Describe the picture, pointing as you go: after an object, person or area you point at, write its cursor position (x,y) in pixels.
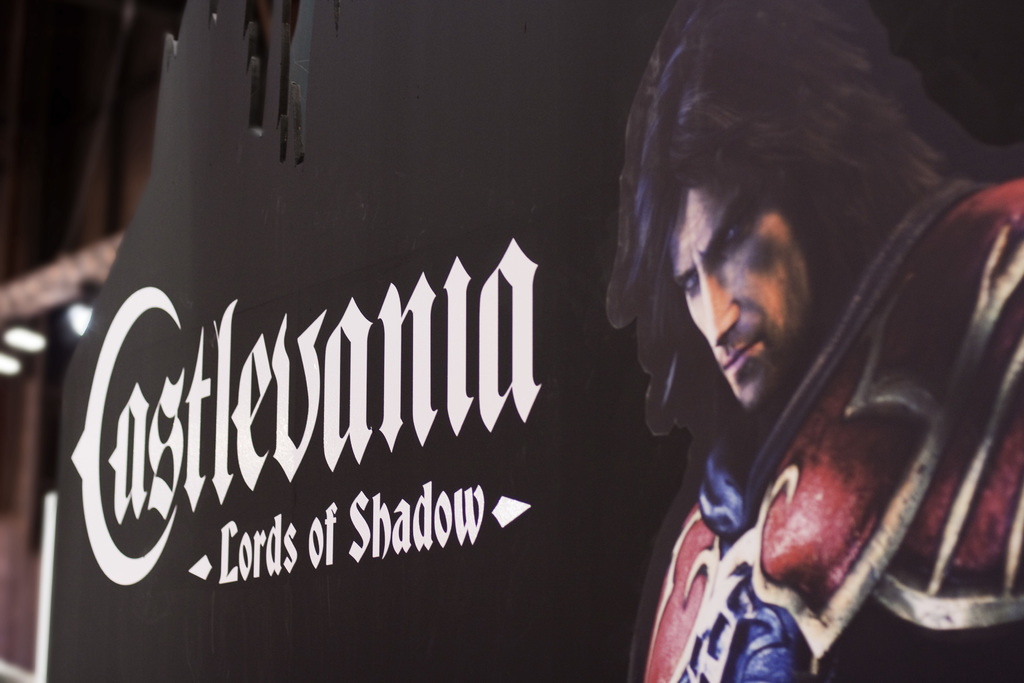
In the image there is a black frame (189,103) and on that there is some text (471,511) and an image (688,221) of a person (726,541) are printed.
